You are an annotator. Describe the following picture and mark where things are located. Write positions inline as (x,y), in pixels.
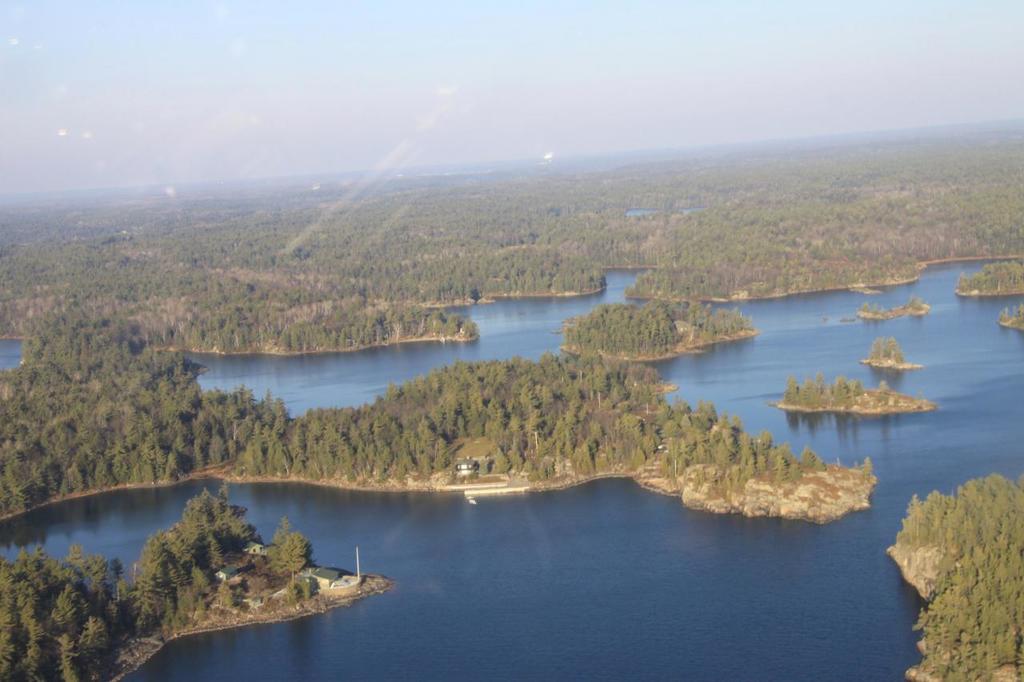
This image is clicked from a top view. There is land (564,176) and water (768,580). There are trees (392,395) on the land (532,288). At the top (544,48) there is the sky (580,42).
